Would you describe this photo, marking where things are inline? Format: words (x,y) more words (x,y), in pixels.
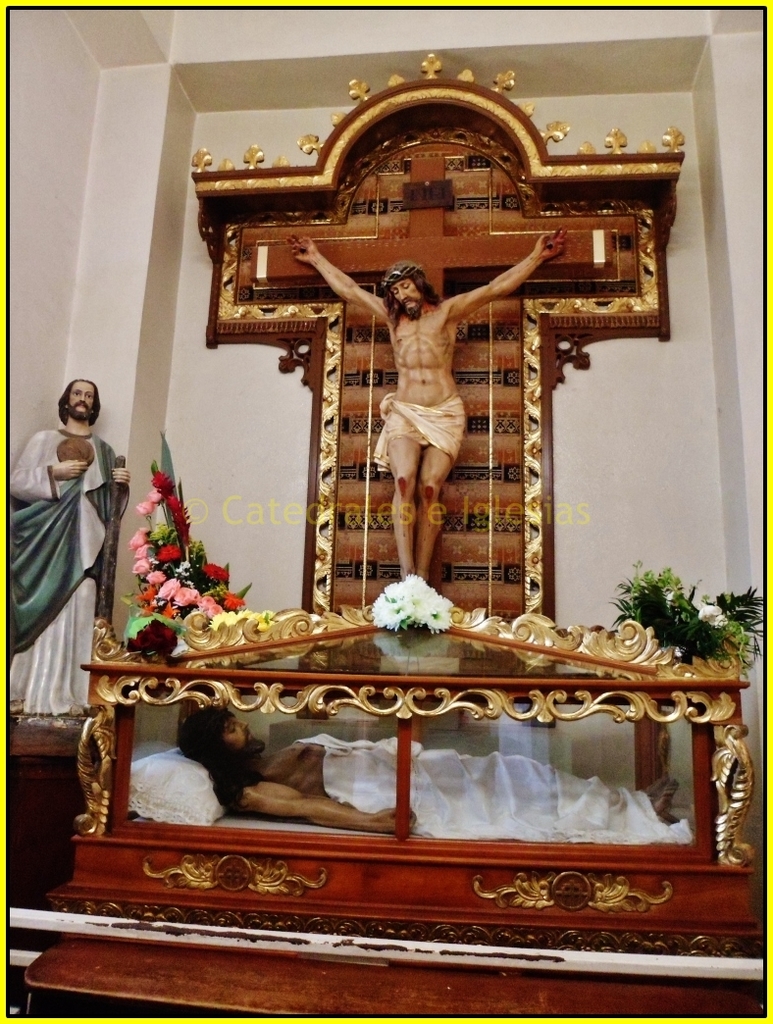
In this image we can see a statue of a Jesus Christ (446,444). Bottom of the image (596,894) one statue (353,804) is lying in a box (387,899). Left side of the image (100,475) one person (68,551) is standing, it is also a statue (85,580) and beside it flower bouquet (170,571) is present.
